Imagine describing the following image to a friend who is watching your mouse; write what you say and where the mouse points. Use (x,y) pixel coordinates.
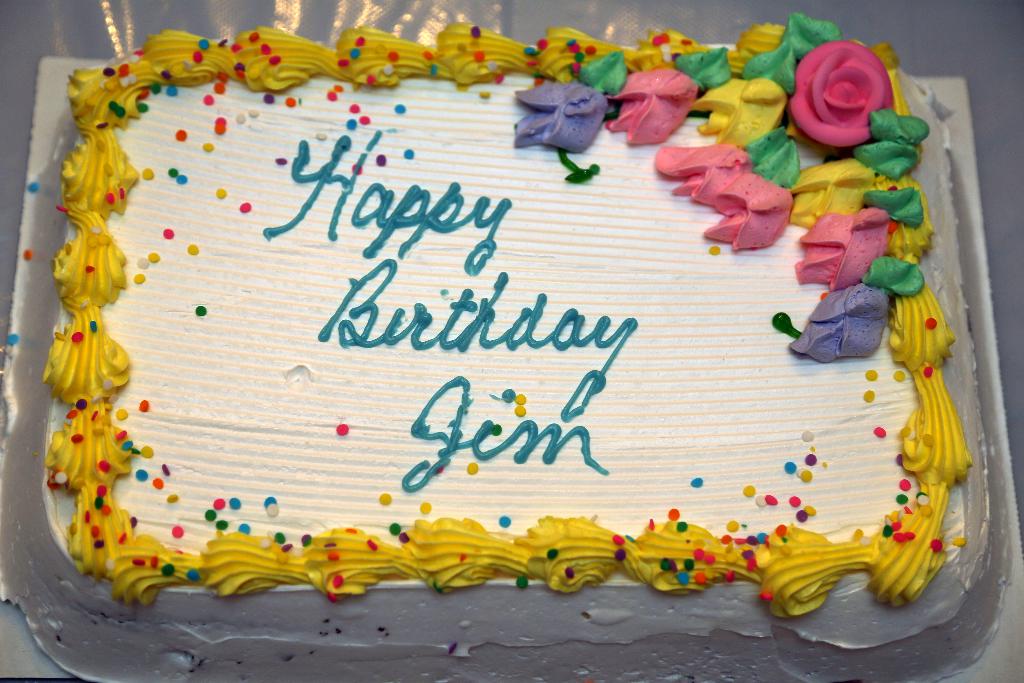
In the picture I can see a cake (243,408) is placed on the white color surface (984,378) and we can see some text (475,438) on it.
